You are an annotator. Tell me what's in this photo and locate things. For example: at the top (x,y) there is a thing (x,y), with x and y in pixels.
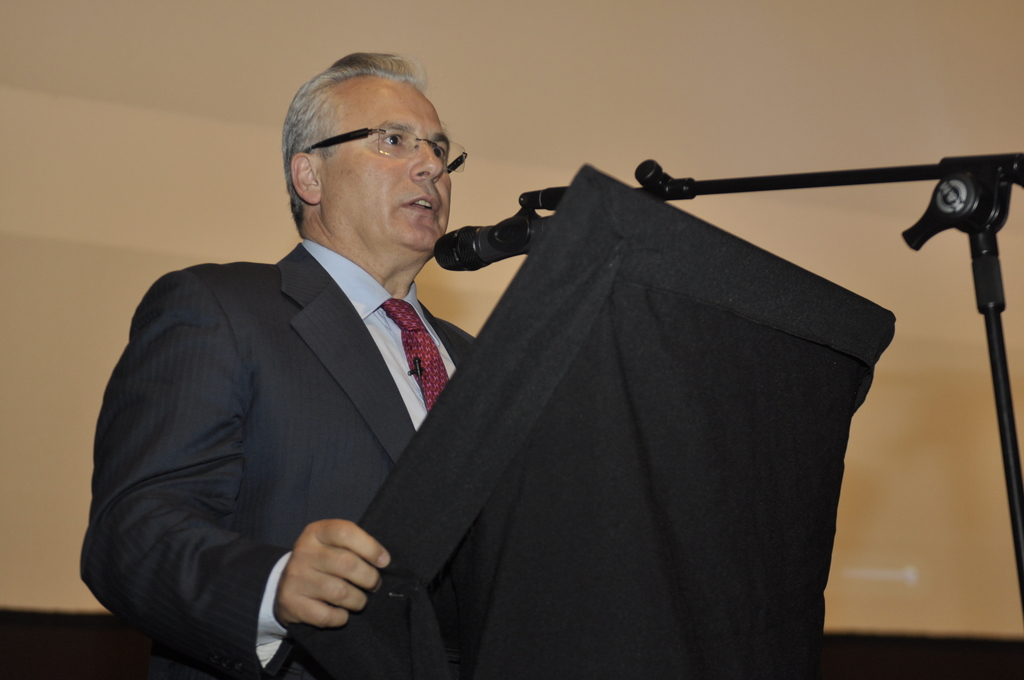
In the background (490,68) we can see a screen (267,51). In this picture we can see a man (438,128) wearing a shirt (382,324), tie (431,345), blazer (383,369), spectacles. We can see a mini black microphone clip to his tie (423,369). He is holding an object (785,430) and we can see an object (585,209) is covered with a black cloth (638,213). We can see a microphone (489,242) and a stand (989,194).
